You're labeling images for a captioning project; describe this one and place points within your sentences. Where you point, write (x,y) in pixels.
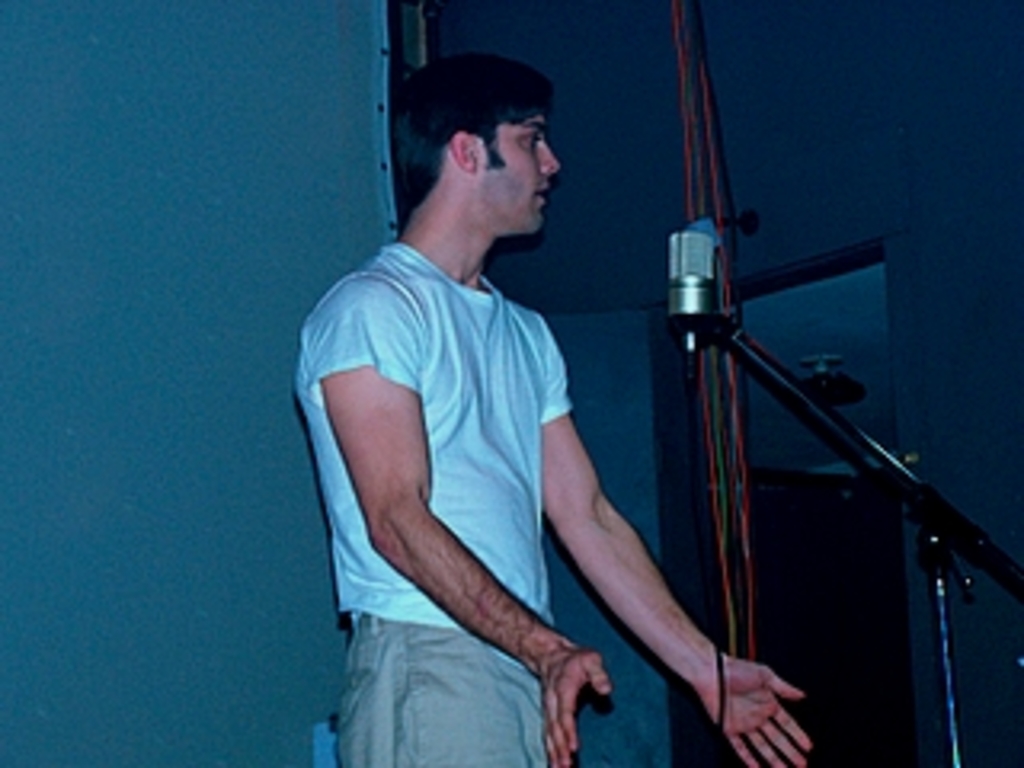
In this picture there is a man (579,498) who is wearing t-shirt (499,544) and trouser (442,724). He is standing near to the mic (708,321). In the back (689,482) we can see door (688,513). Here we can see wires (708,61) which are hanged to this roof (658,6).
